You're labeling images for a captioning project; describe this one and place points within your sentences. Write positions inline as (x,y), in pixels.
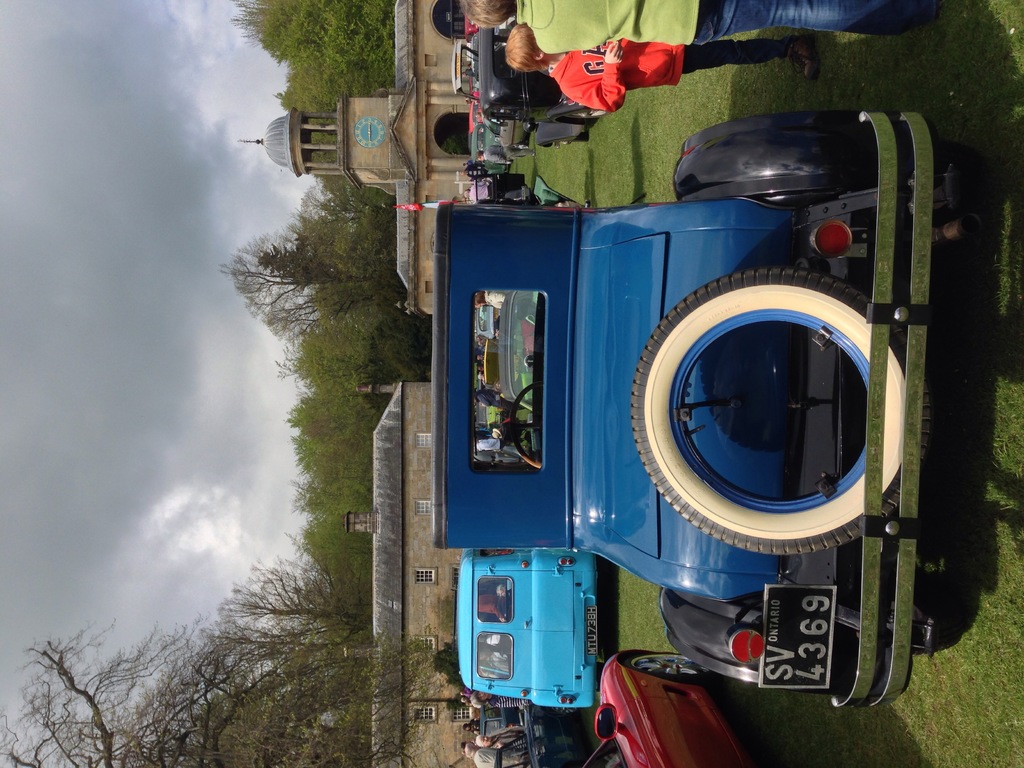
In the middle of the image (481,494) we can see some vehicles (748,373). Behind the vehicles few people (705,62) are standing and there are some buildings (420,3) and trees (276,277). On the left side of the image (160,382) there are some clouds (160,158) and sky (29,144).
